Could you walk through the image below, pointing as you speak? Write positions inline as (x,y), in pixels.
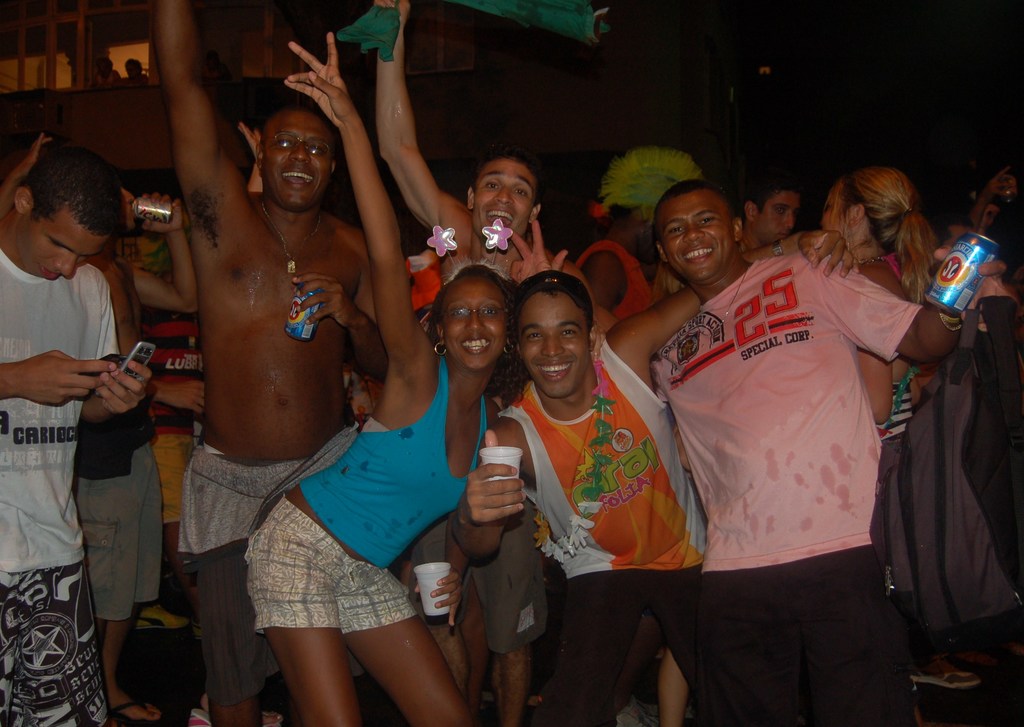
In the image few people (74,172) are standing and smiling and holding cups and tins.
